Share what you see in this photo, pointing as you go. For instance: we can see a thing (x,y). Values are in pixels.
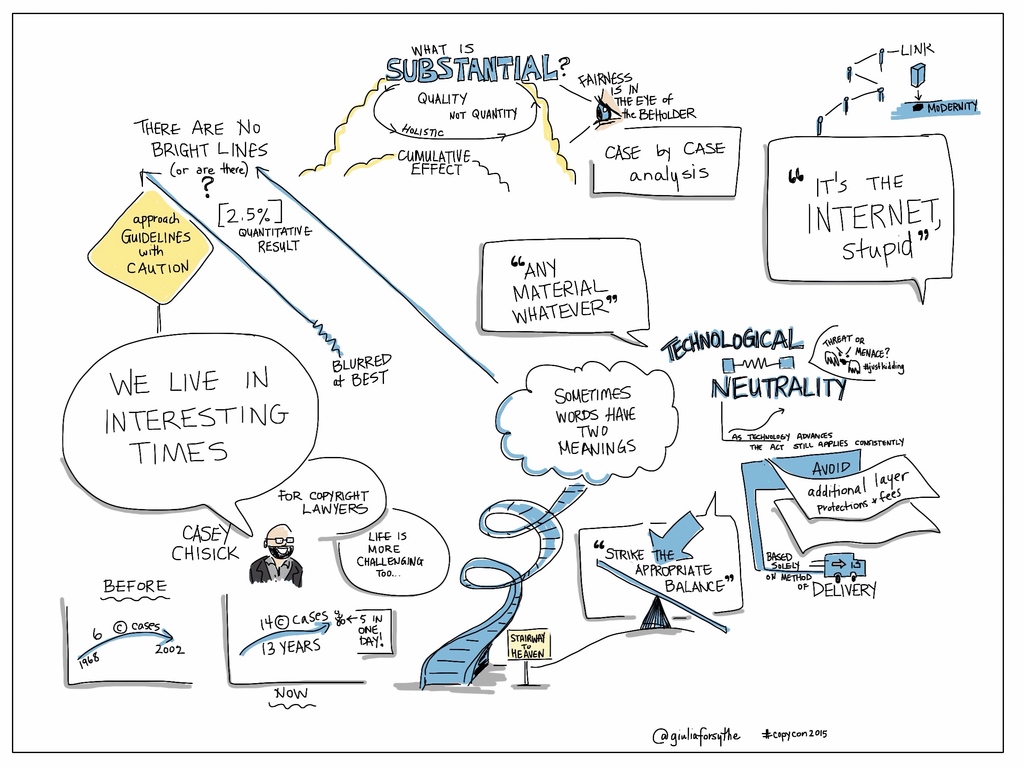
In this image there is a drawing (437,139). There are shapes (175,241) of square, rectangle (665,158), diamond (104,239) and comment box (232,442). In those shapes (228,375) there is something written in it. And there are few images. At the bottom of the image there is a name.
